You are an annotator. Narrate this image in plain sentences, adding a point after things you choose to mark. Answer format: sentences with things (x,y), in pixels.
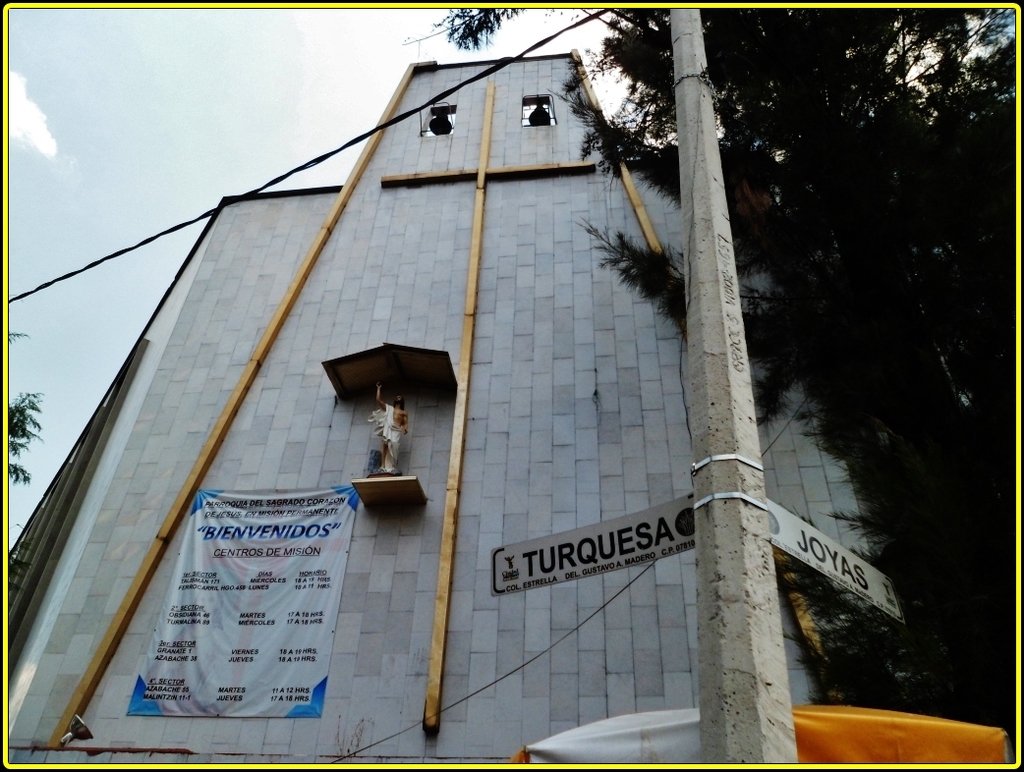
In this image there is the sky (214,88) truncated towards the top of the image (234,76), there are clouds (43,132) in the sky (193,81), there are trees (883,165) truncated towards the right of the image (941,488), there is a pole (715,281) truncated, there are boards (847,552) on the pole (725,505), there is text (667,545) on the boards (800,556), there is a building (458,436) truncated towards the bottom of the image (230,632), there is a banner (237,696) in the building (185,496), there is text (227,554) on the banner (222,579), there is a sculpture (394,433), there are bells (449,129), there is a wire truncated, there is an object (684,735) truncated towards the bottom of the image (668,737), there is a tree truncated towards the left of the image (23,432), there is a light (75,732).
